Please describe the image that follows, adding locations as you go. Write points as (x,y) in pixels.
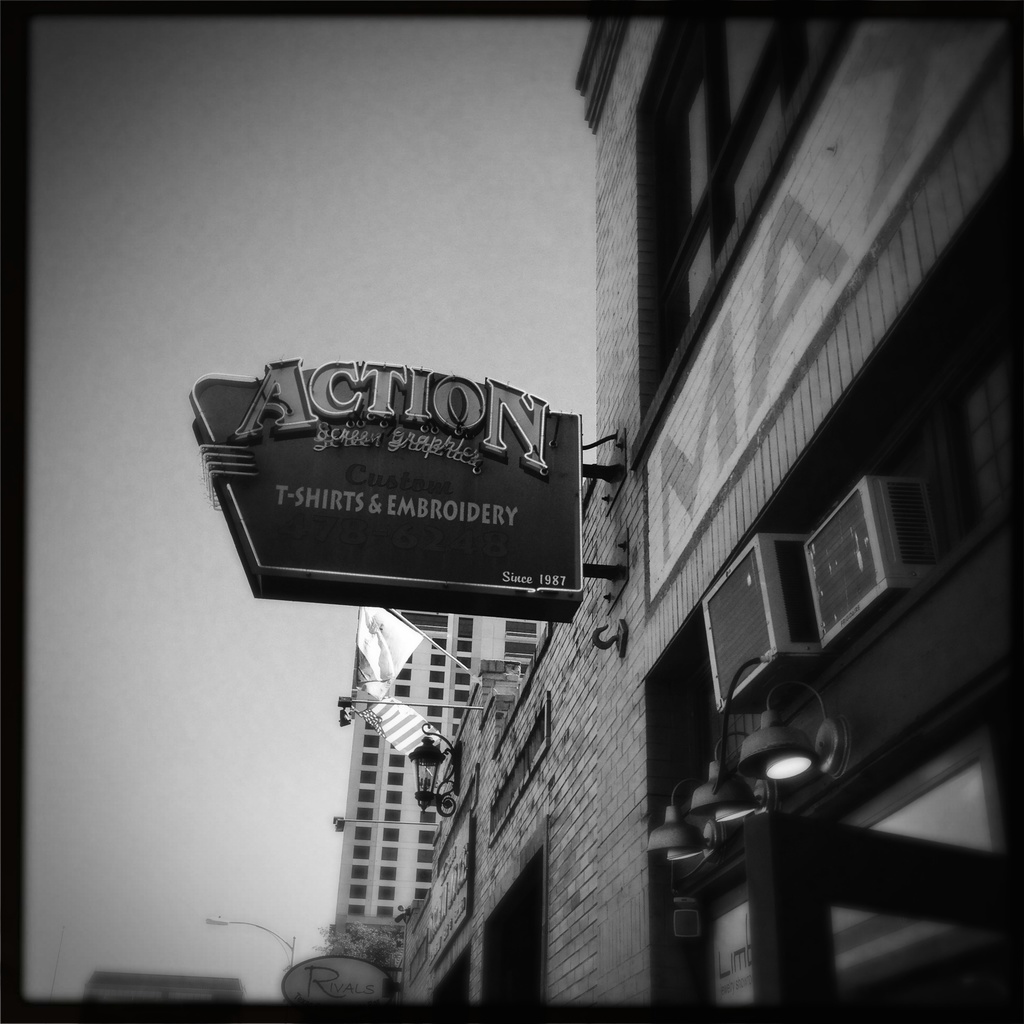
In this image we can see black and white picture of buildings (527,746) with windows (498,796), air conditioner (889,484) and some lights (801,757) on the wall (832,805). In the center of the image (506,546) we can see a board (465,421) with some text (455,414) and some flags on poles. At the bottom of the image (812,942) we can see plants (370,938) and doors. At the top of the image (340,163) we can see the sky (313,242).
